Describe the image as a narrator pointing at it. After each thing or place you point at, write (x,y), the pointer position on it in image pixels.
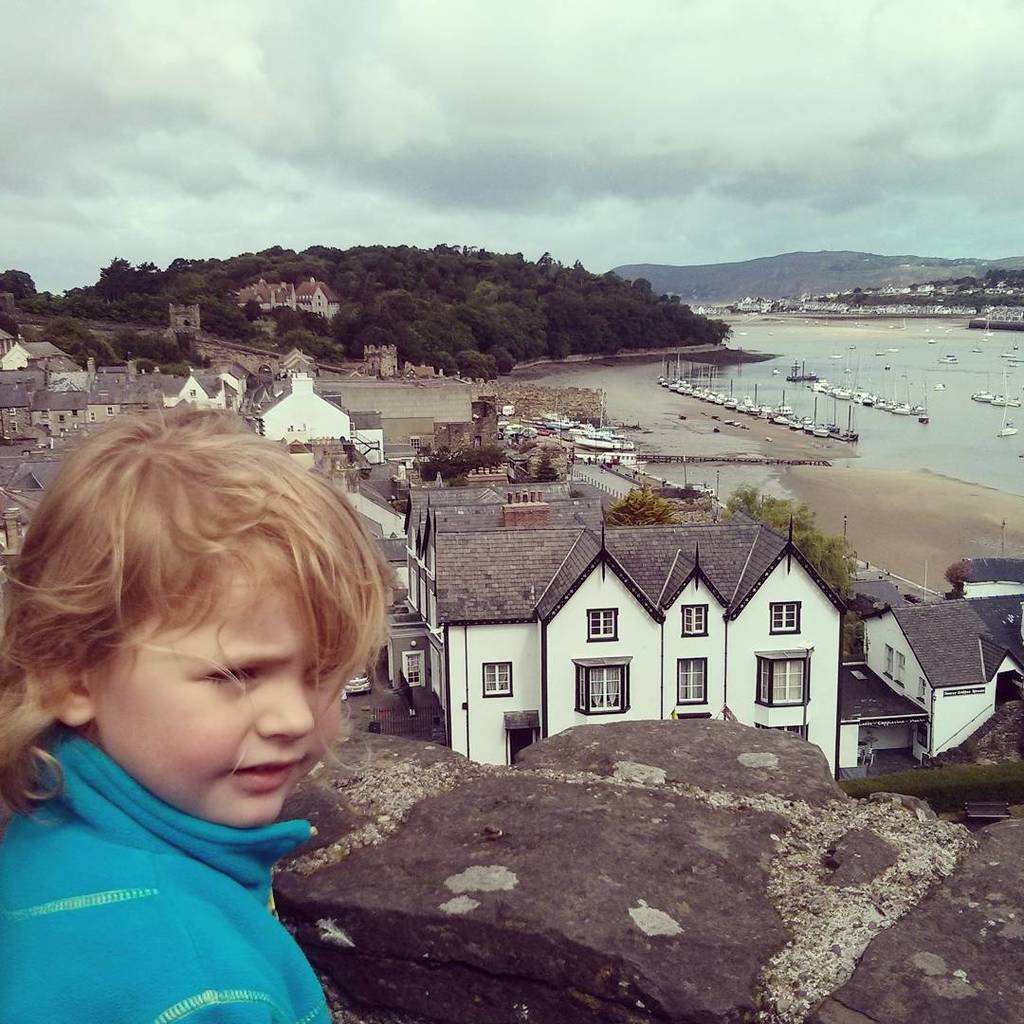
In this image in the foreground (167,736) there is one girl (234,814) who is standing, and on the right side (895,667) there are some houses (657,614), buildings (914,671), vehicles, and some trees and mountains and also there is one beach (947,445). In the beach (942,457) we could see some boats (853,389), and in the background (431,284) there are some trees (405,287) and mountains (922,275).
